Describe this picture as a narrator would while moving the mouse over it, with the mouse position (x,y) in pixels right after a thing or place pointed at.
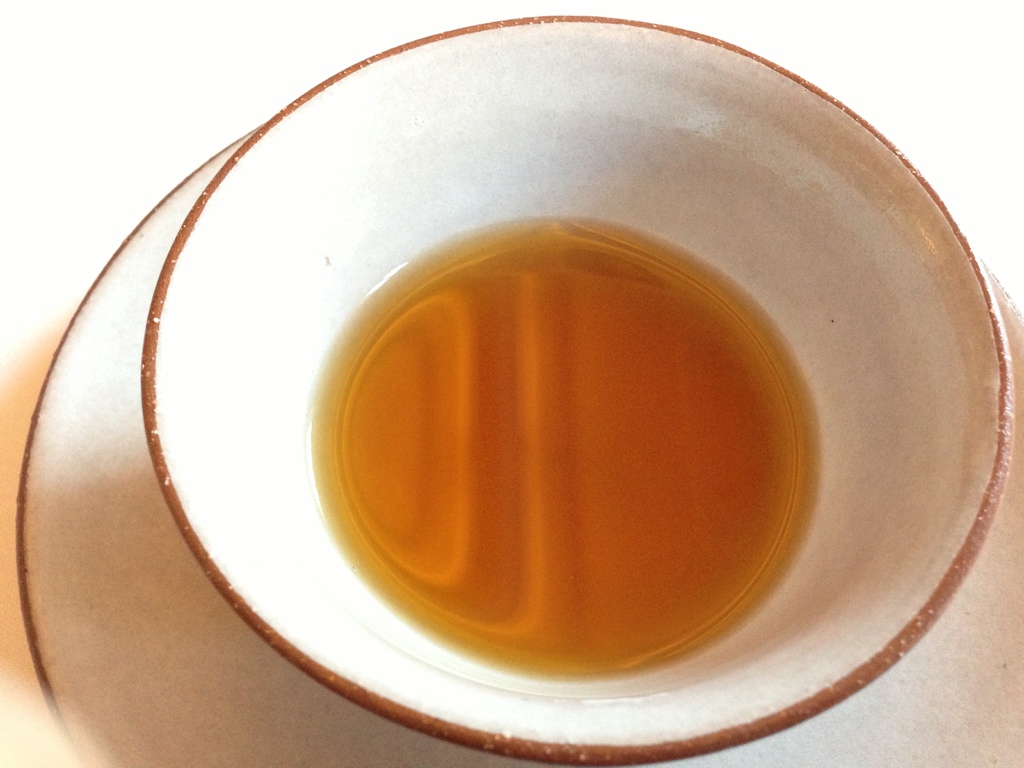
In this image we can see a bowl (502,89) with a drink (628,392) in it is placed on the saucer (345,750).
